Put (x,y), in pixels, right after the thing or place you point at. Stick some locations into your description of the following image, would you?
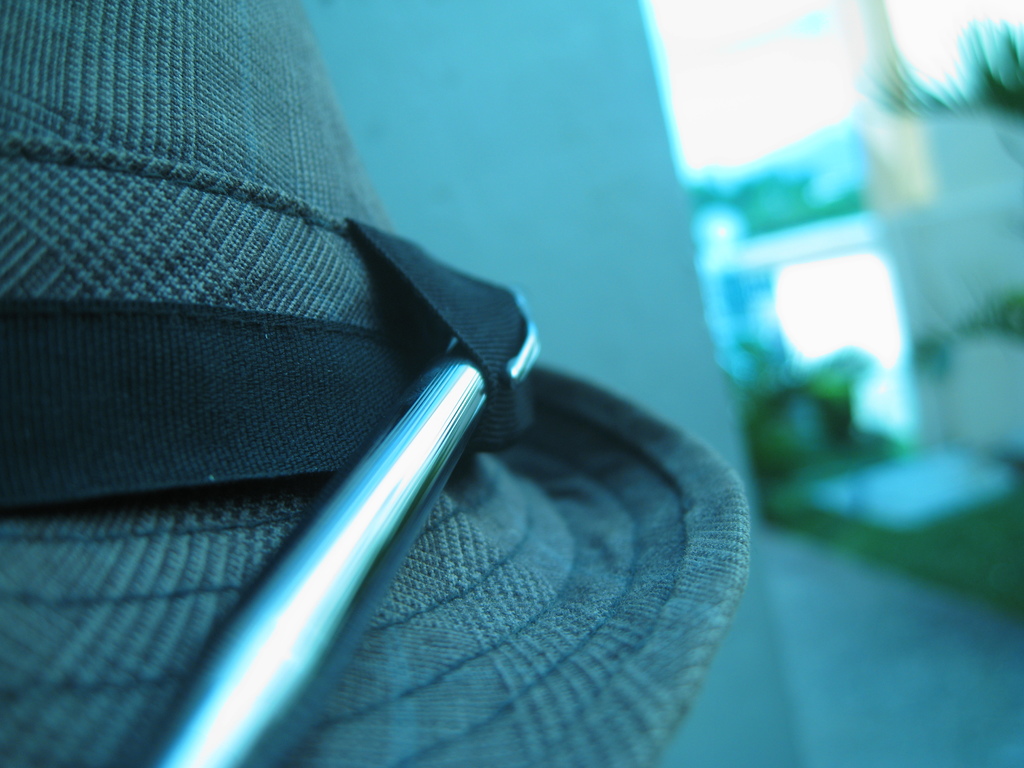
In this image we can see a hat (374,620). In the background (639,294) there are plants (791,412) and wall (711,434).
